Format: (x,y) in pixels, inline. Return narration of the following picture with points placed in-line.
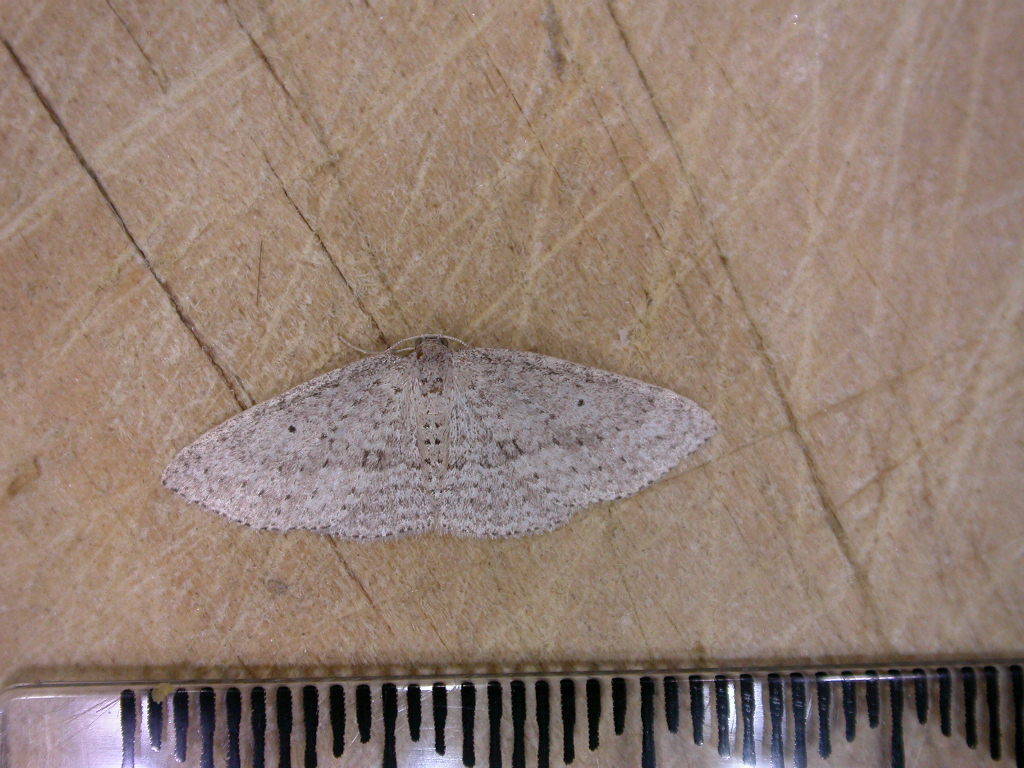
In this image I can see a moth (428,468). It is in white and brown color. Moth (398,349) is in wooden board (495,181). Bottom I can see a object (540,715) which is in different color.
